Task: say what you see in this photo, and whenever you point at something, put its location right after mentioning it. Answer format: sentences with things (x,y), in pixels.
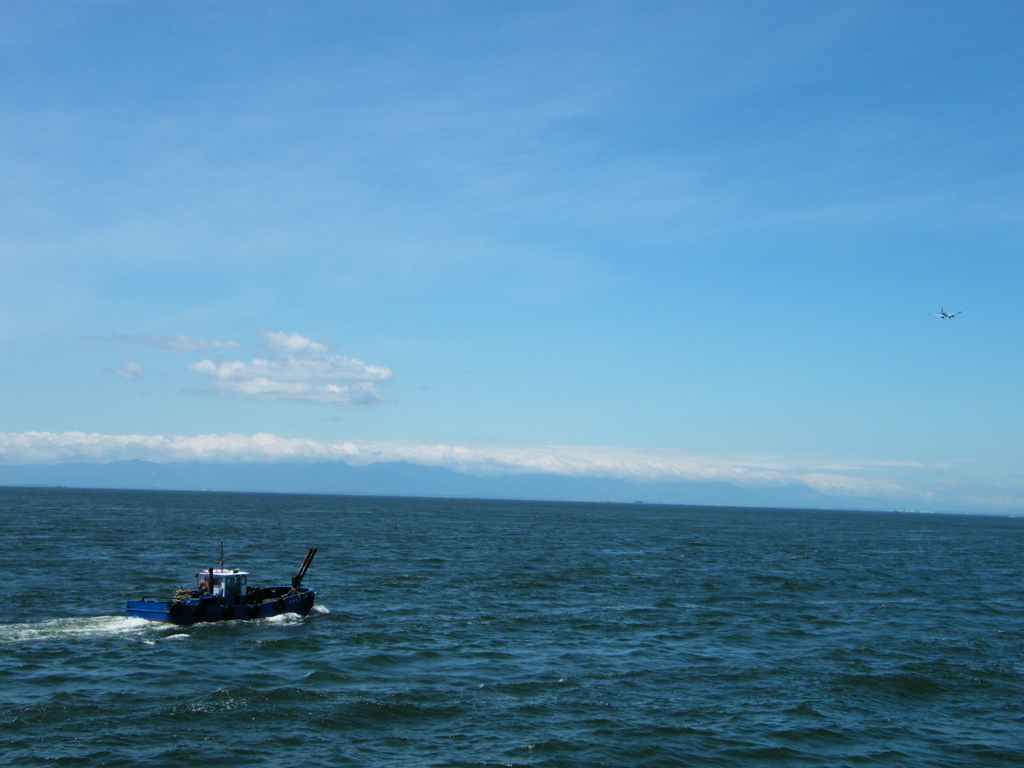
At the bottom of the picture (722,558), we see water (690,710) and this water (549,666) might be in the sea (537,622). On the left side (305,586), we see a boat (208,603) is sailing on the water (280,568). In the background (292,445), we see the clouds (607,471). At the top (686,193), we see the sky (849,302) and an airplane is flying in the sky (749,345).
